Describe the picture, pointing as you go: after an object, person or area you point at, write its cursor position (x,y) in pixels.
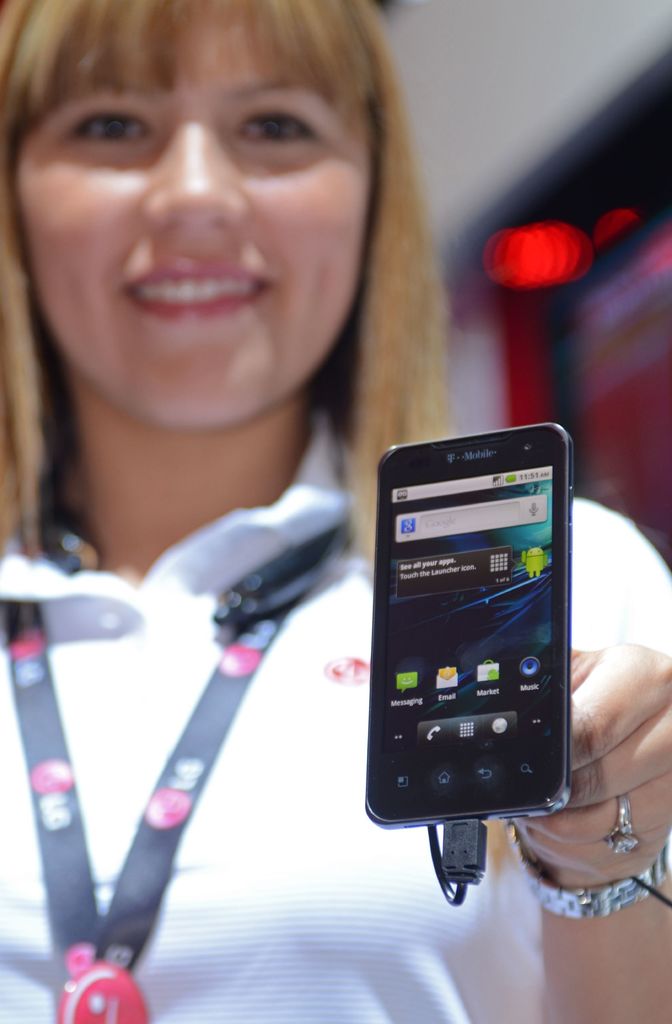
In this image I can see a woman (345,868) wearing a tag (206,728) and holding a mobile (496,643). On the mobile screen (497,574) I can see applications (454,686). In the background of the image (503,124) it is blurry.
